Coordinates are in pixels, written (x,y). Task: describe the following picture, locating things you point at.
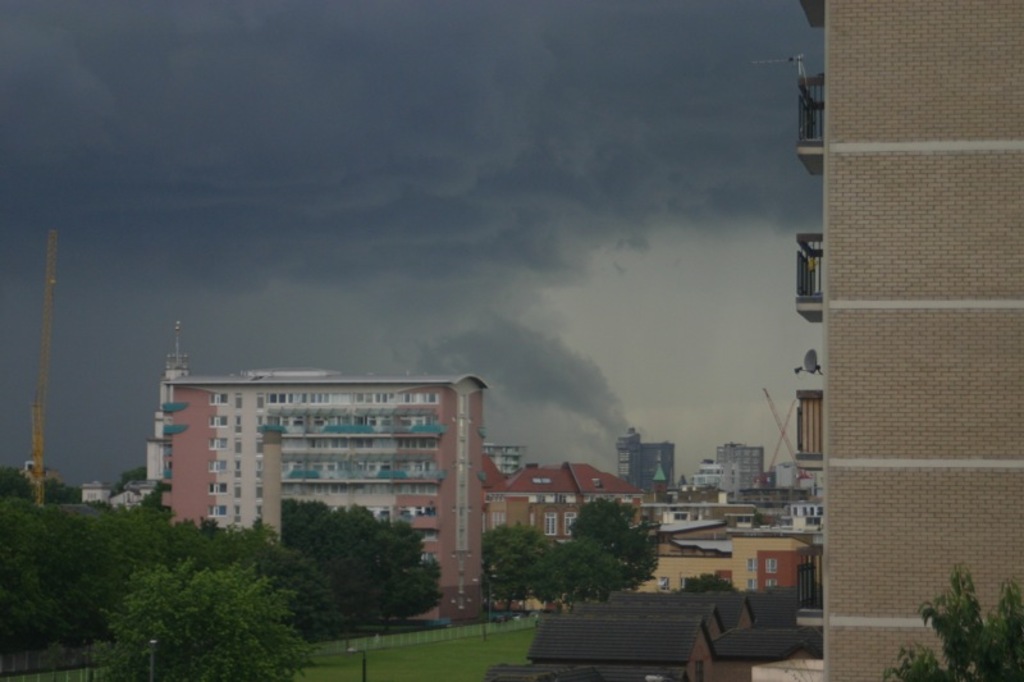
In this image I can see the houses (609,651). On the left side (254,612) I can see the trees (183,623). In the background (485,521), I can see the buildings (423,432) and clouds (480,207) in the sky (471,171).
